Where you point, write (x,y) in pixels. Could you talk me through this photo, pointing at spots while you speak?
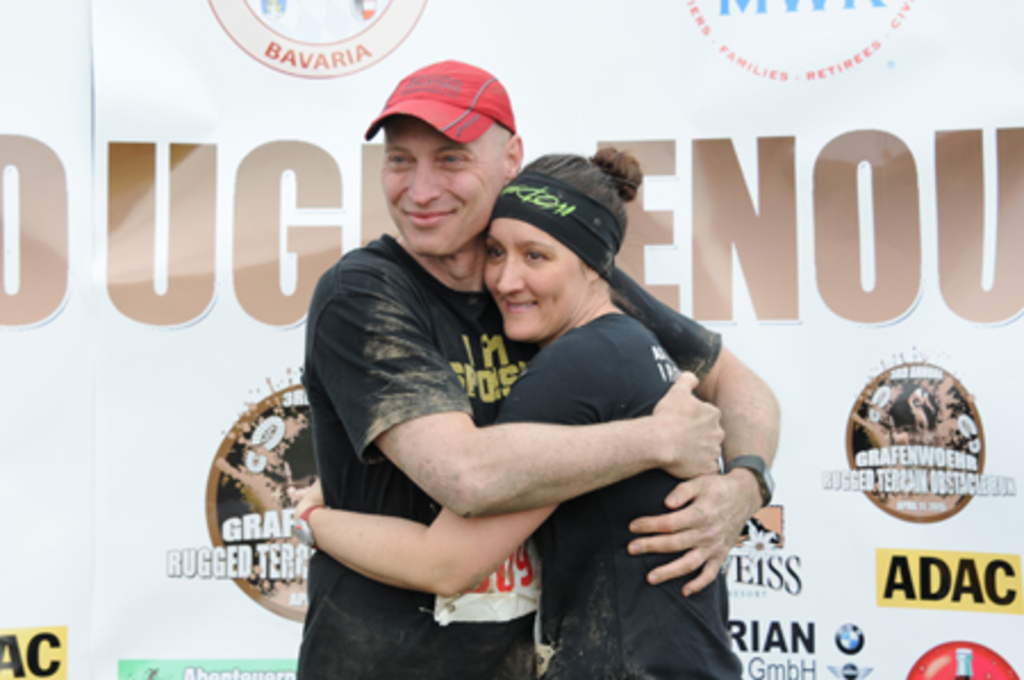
In this image, at the middle (655,447) there is a man (420,318) and a woman (585,369) hugging each other, the man (558,447) is wearing a red color hat (417,86), at the background (25,239) there is a poster (371,81).
